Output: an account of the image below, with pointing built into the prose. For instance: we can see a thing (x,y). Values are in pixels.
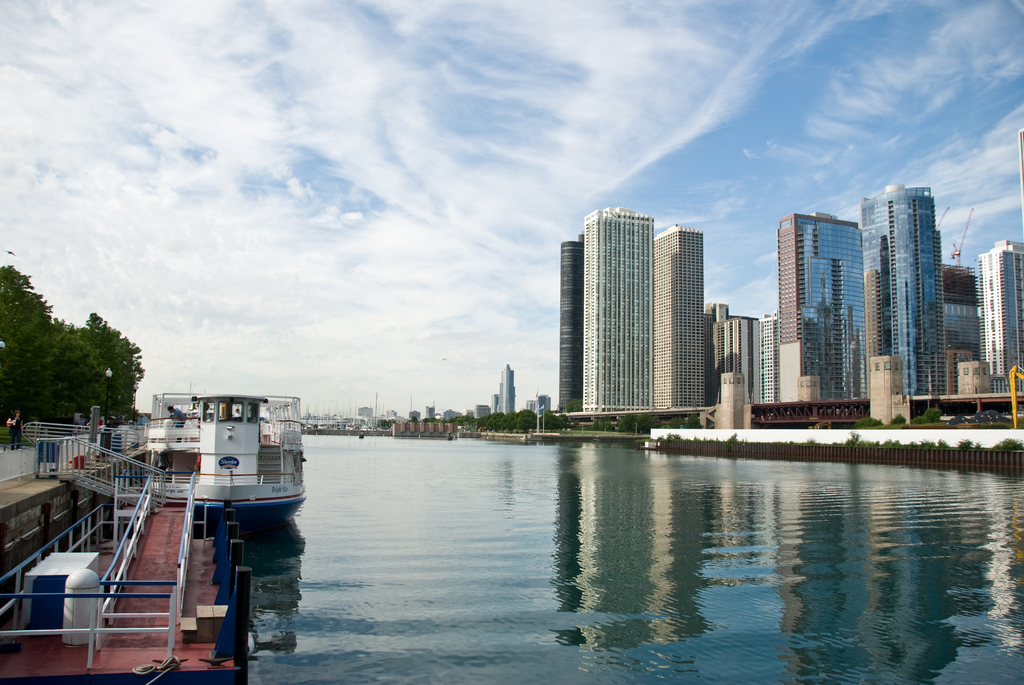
At the bottom of the picture (496,531), we see water (562,592) and this water (545,543) might be in the canal (545,543). On the left side (191,488), we see a boat (179,432), staircase (155,484) and a railing (143,474). Behind that, we see trees (62,388). On the right side (804,282), there are buildings (763,335). In the background (501,413), there are trees (490,428) and buildings (502,398). At the top of the picture (307,187), we see the sky (213,238).
